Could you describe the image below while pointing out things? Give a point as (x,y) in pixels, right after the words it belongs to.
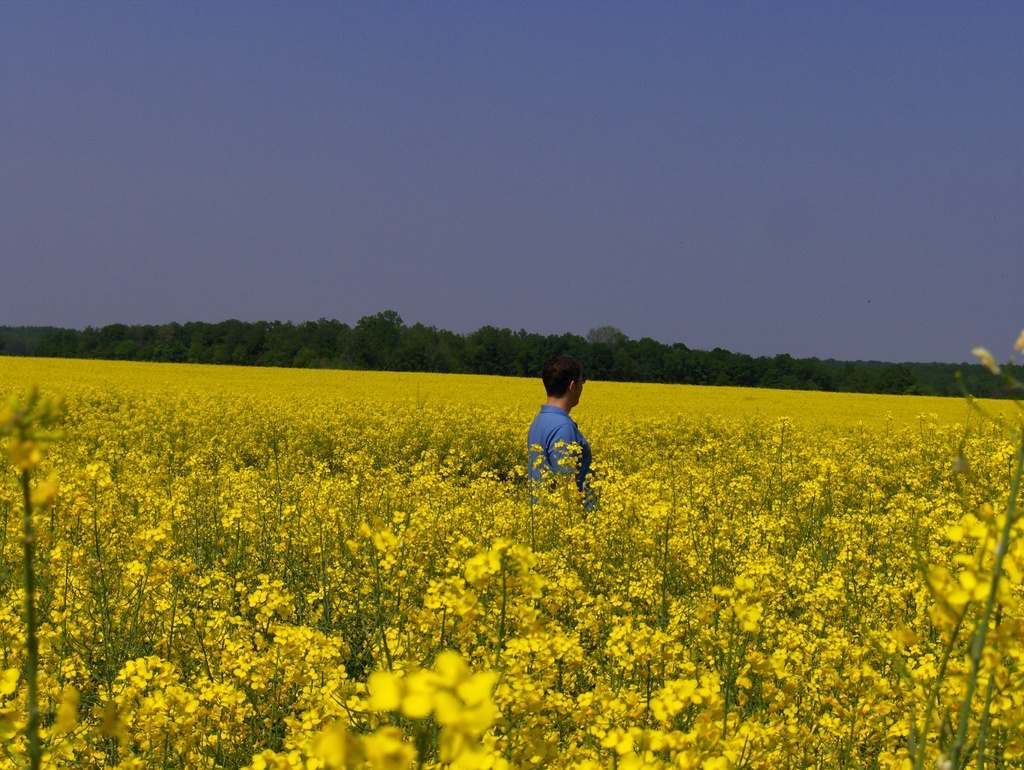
In the image there is a canola garden (551,545) and in between the garden (522,443) there is a person (545,419), in the background (380,352) there are trees (462,372).
